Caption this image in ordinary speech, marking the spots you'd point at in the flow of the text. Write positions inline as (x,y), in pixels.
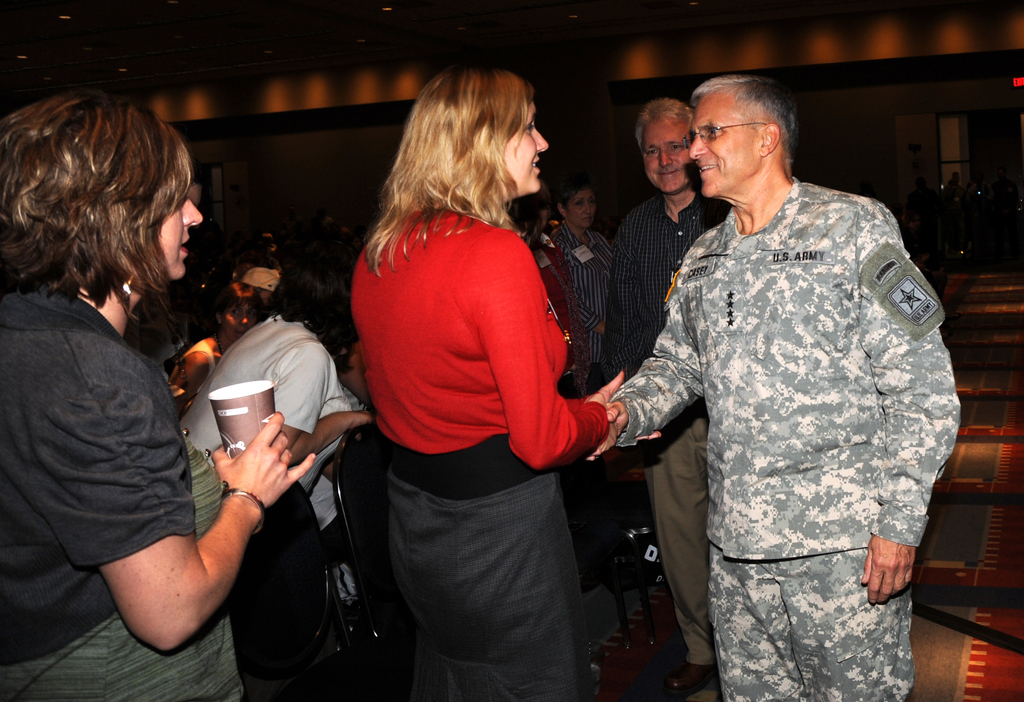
In this picture, few people (564,583) standing on the floor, few people (359,369) sitting on chairs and these two people (835,393) shaking hands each other. In the background (631,32) it is dark and we can see wall (857,111) and lights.
